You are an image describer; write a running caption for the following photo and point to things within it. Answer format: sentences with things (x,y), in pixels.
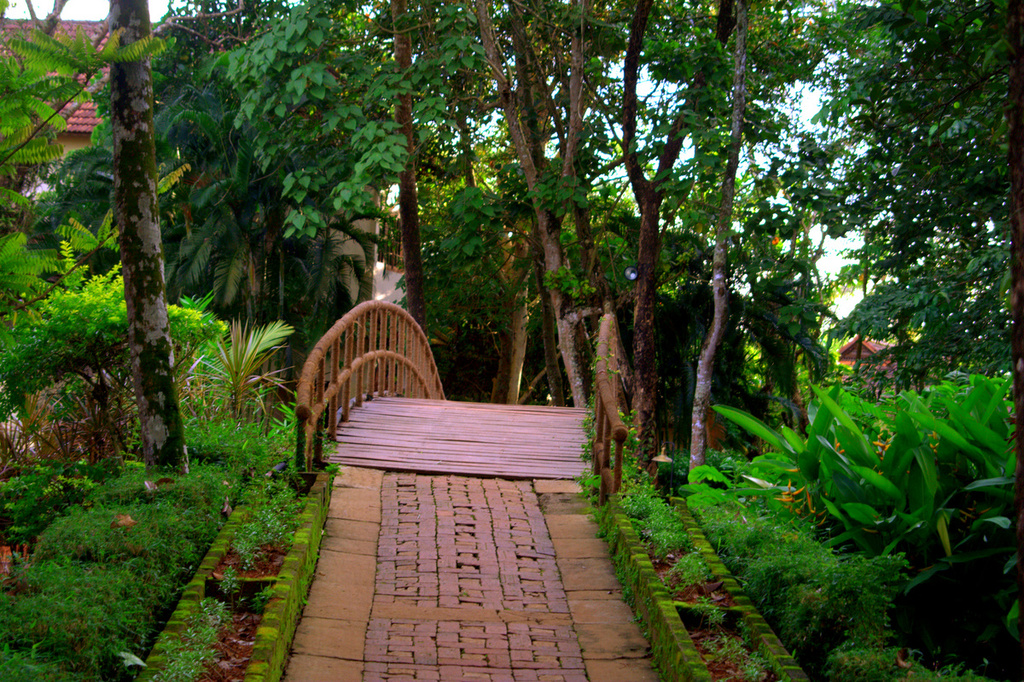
In this picture there is wooden bridge (613,404) in the center of the image (556,404) and there is greenery (719,313) in the image, there are houses (14,27) in the background area of the image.
